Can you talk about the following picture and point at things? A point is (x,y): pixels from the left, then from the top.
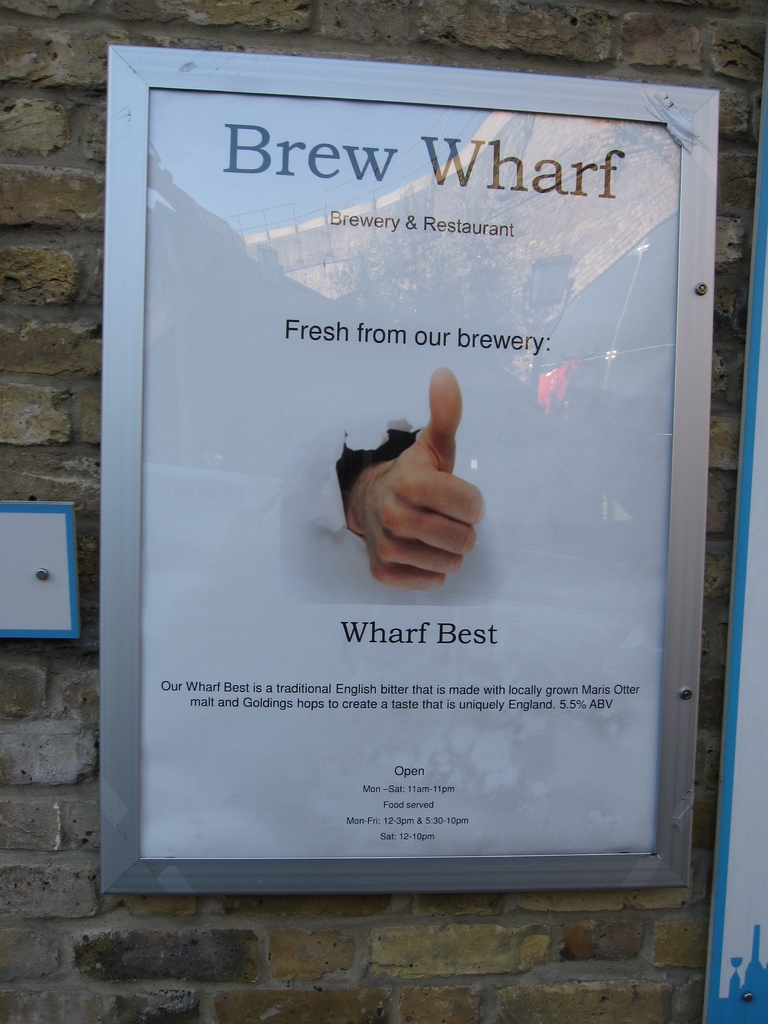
In this image I can see the boards (287,837) to the wall (31,294). In one of the board (326,478) I can see the person's hand (367,496).
